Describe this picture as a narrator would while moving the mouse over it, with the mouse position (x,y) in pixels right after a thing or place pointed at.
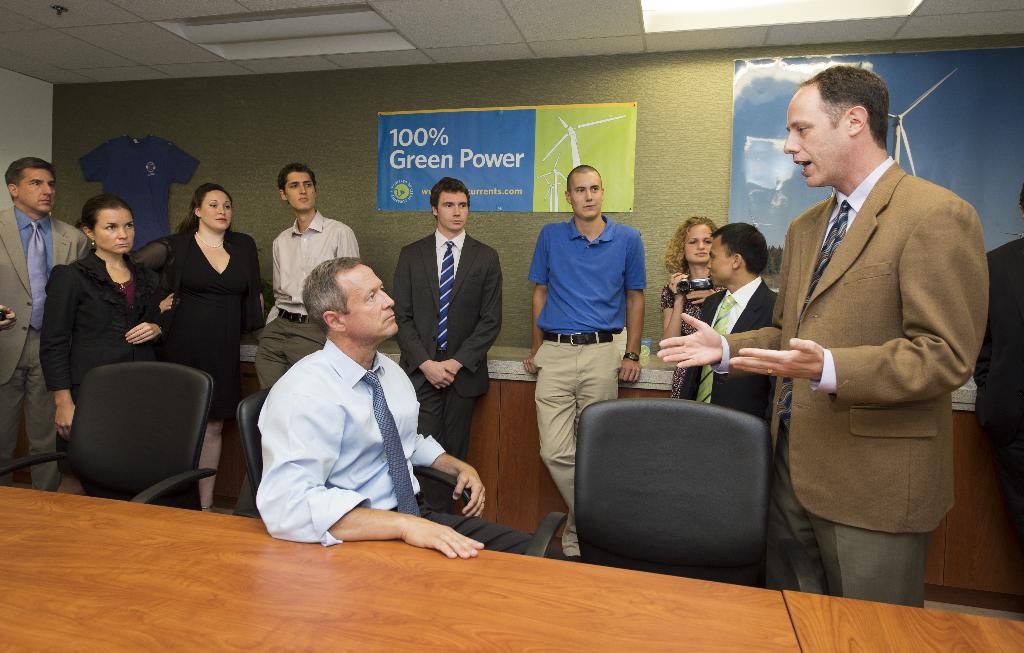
In this picture we can see a man (328,464) who is sitting on the chair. This is the table (248,574). And here we can see some persons (706,310) are standing on the floor (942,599). She hold a camera (701,290) with her hand (674,288). On the background (321,111) there is a wall (319,105). And this is the banner (570,162).
